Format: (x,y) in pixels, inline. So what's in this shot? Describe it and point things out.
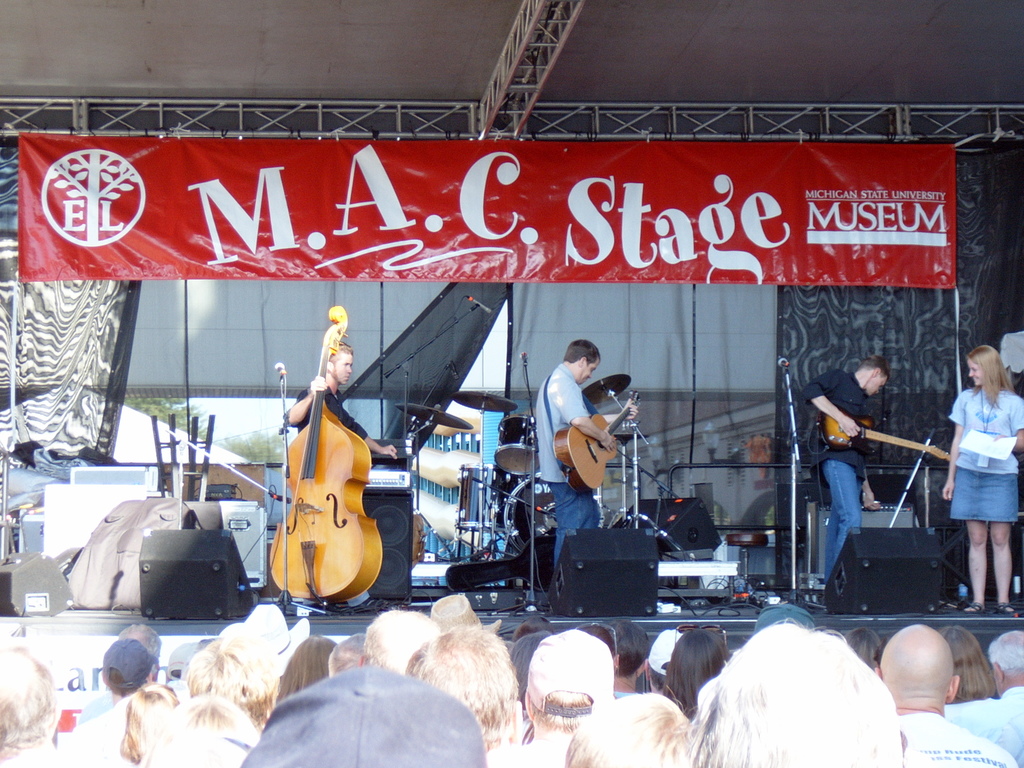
In this picture we can see persons (553,435) playing musical instruments (360,503) on the platform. Here we can see a woman (979,407) standing and holding papers (980,440) in her hands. Near to the platform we can see audience (571,686).
